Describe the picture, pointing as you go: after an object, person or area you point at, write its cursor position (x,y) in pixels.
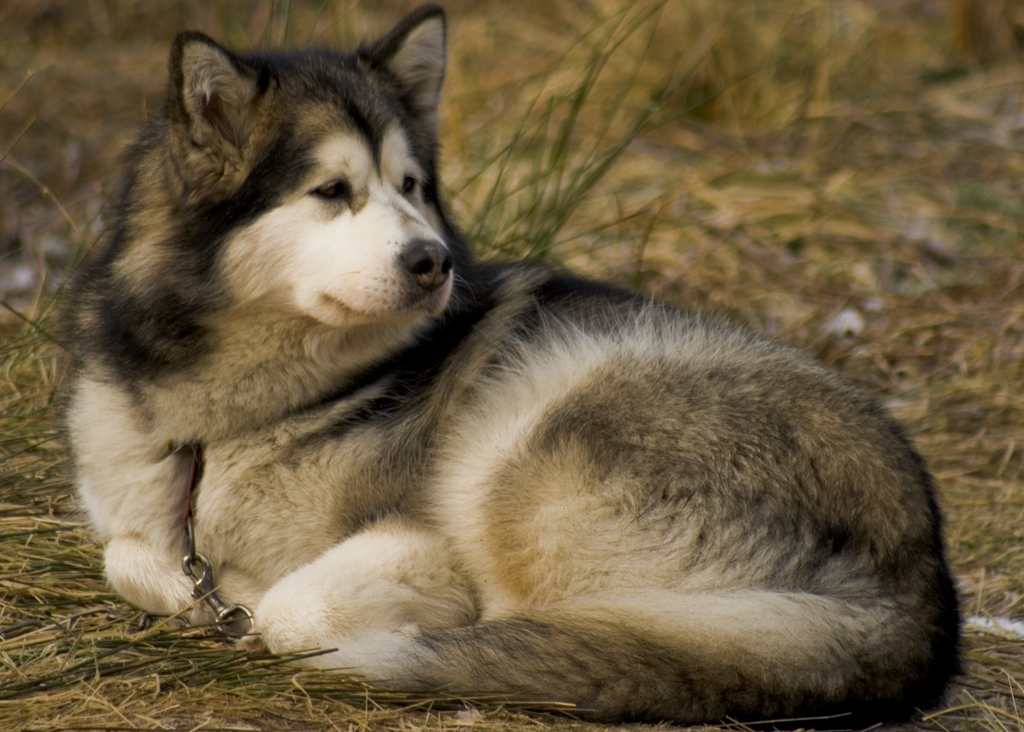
In the image there is an animal (219,328) on the grass surface (995,332) and the background of the animal (207,504) is blur.
